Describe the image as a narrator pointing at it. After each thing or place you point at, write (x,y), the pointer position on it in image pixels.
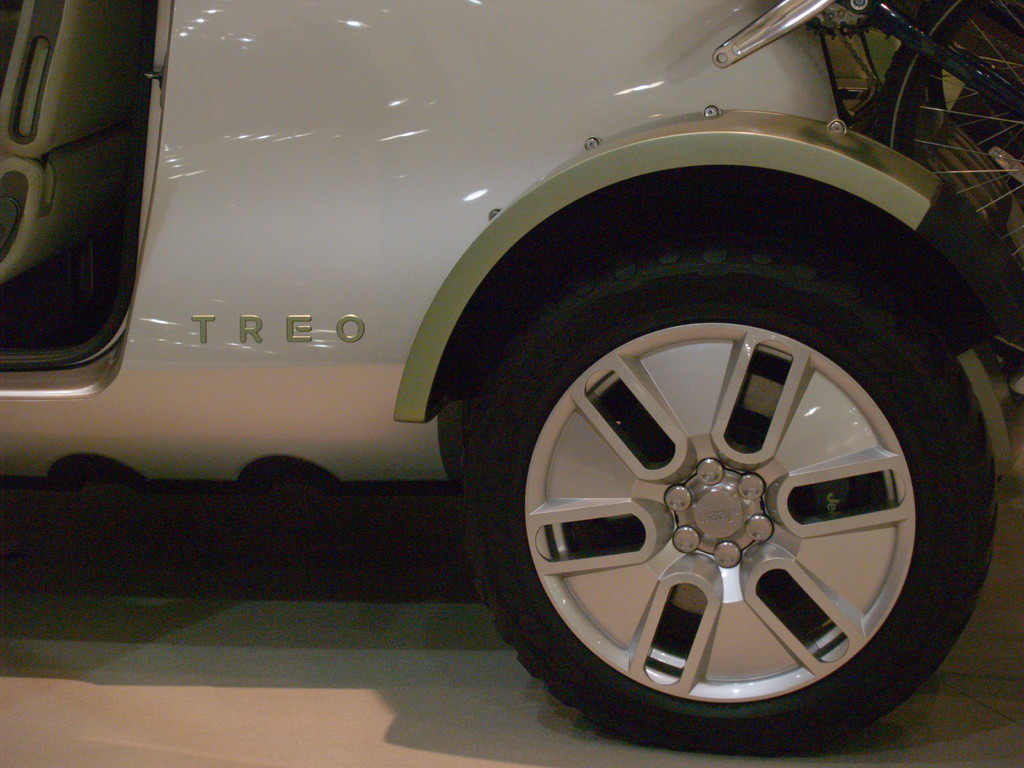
In this image I can see a car (662,399) on the ground (502,654) and a wheel (580,602) attached to the car (404,298).
